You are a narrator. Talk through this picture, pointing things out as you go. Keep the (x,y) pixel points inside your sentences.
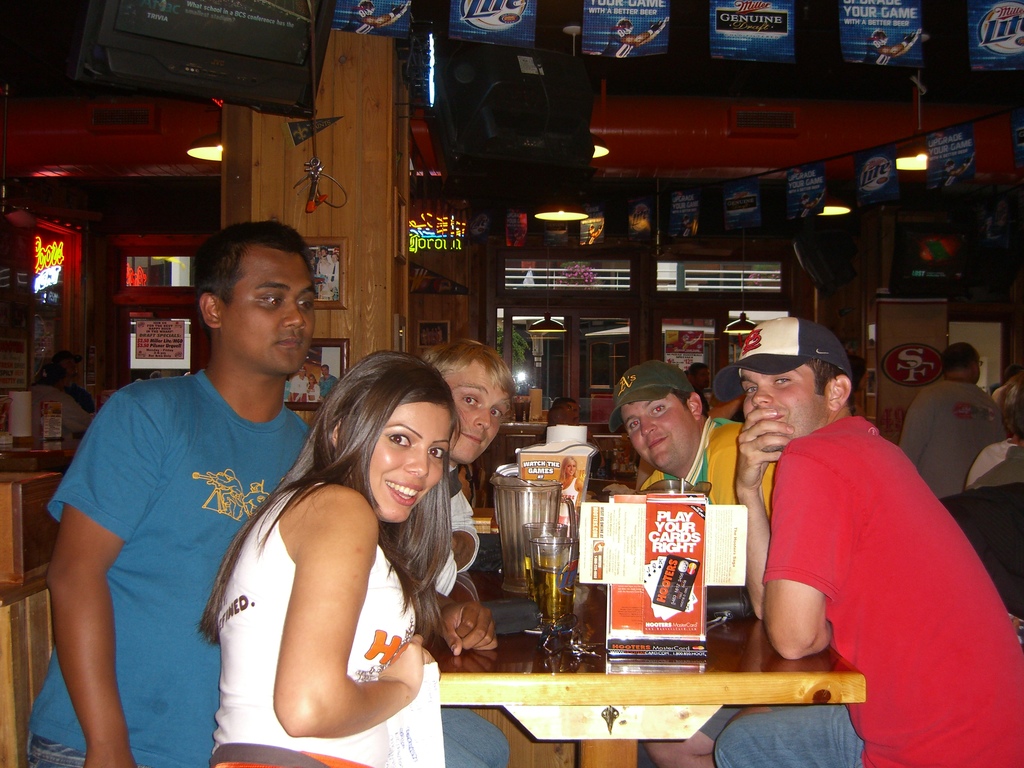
In this image I can see a group of people (417,539) sitting on the chairs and smiling. Here is the woman (330,584) standing and smiling. This is a table (550,679) and a glass of wine or beer (556,578), a jug (540,515) and some other objects (661,559) were placed on the table (639,696). At background (637,219) I can see banners (957,146) hanging. And this is the lamp (567,219) which is hanging through the rooftop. This is the wooden pillar (346,184) where the photo frames (333,254) were attached to it. at the right corner of the image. I can see a man (801,750) sitting. This man (862,525) is wearing a red shirt (915,575), trouser (815,751) and a cap (783,358) on his head (792,379).
